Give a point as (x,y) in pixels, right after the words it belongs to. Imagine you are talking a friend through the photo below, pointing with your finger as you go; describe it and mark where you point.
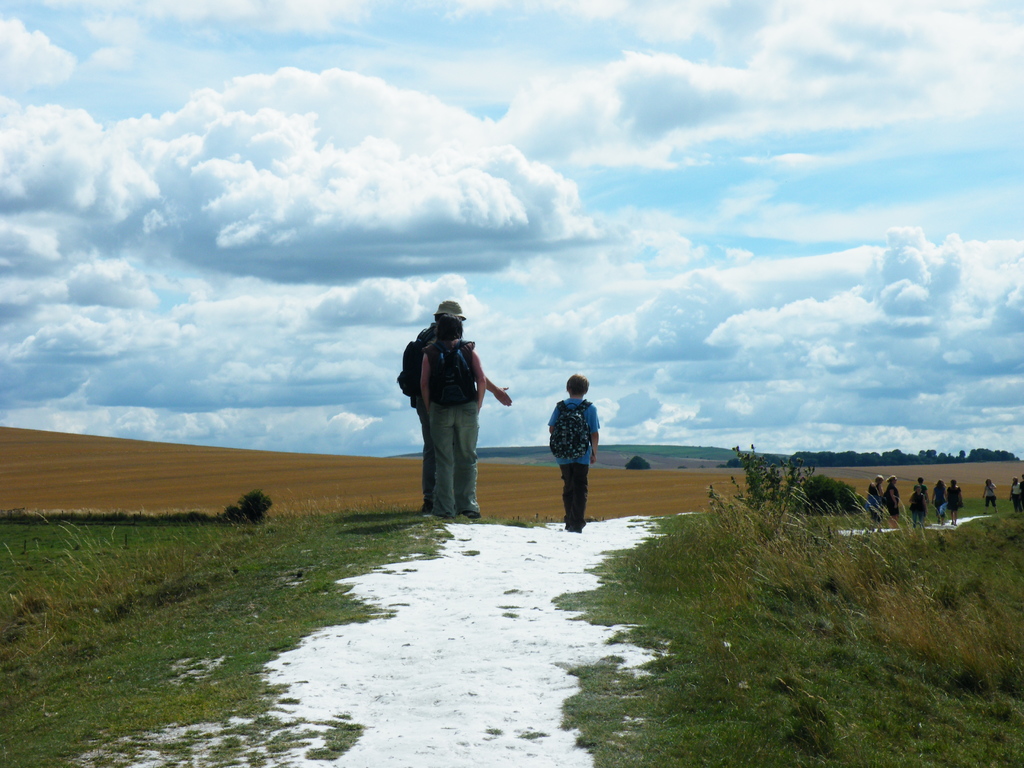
Here there is a man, woman (438,422) and a boy (551,441) standing on the ground (65,506). In the background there are few people (873,519) on the right side (885,531) on the path (906,526) and we can also see trees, grass (795,682) and clouds (423,231) in the sky (568,213).
